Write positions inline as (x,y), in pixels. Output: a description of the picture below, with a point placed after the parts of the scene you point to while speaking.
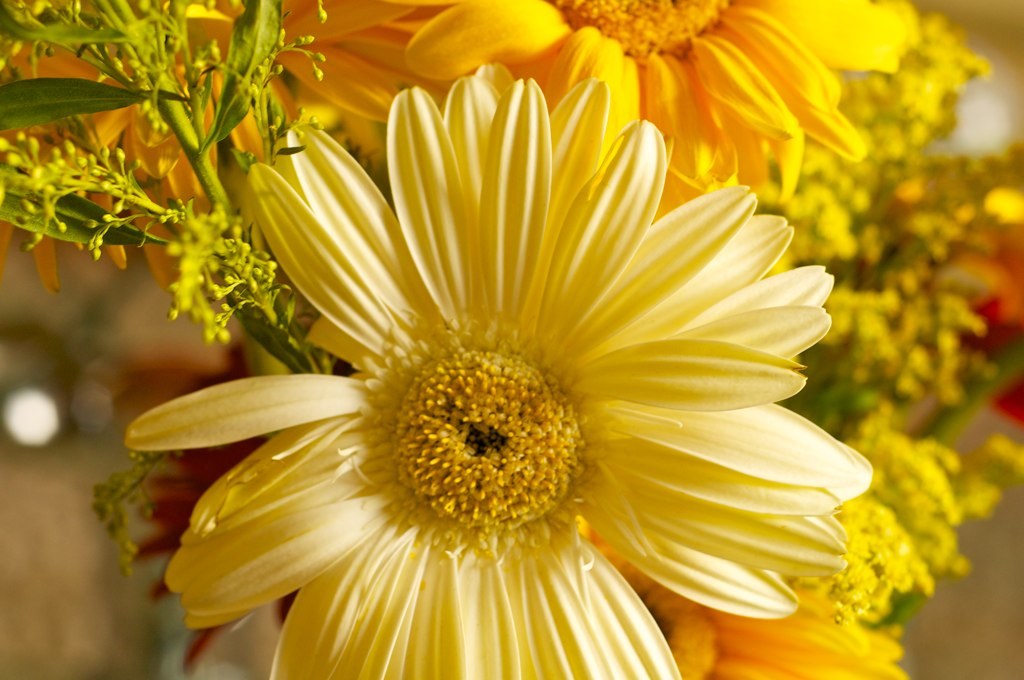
In this image, I can see the flowers (402,345), stems (197,173) and leaves (126,94). The background is blurry.
